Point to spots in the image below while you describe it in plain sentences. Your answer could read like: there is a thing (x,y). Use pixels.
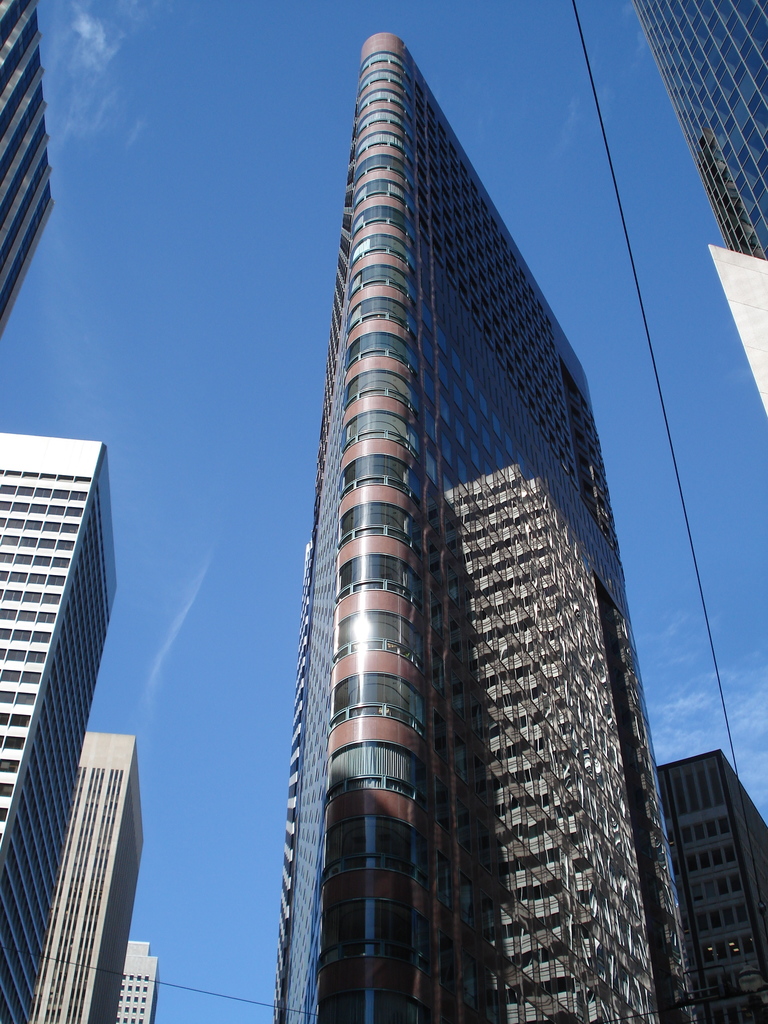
In this picture we can see buildings (6,211) and cables (700,590). Behind the buildings (407,451) there is a sky (610,347).
